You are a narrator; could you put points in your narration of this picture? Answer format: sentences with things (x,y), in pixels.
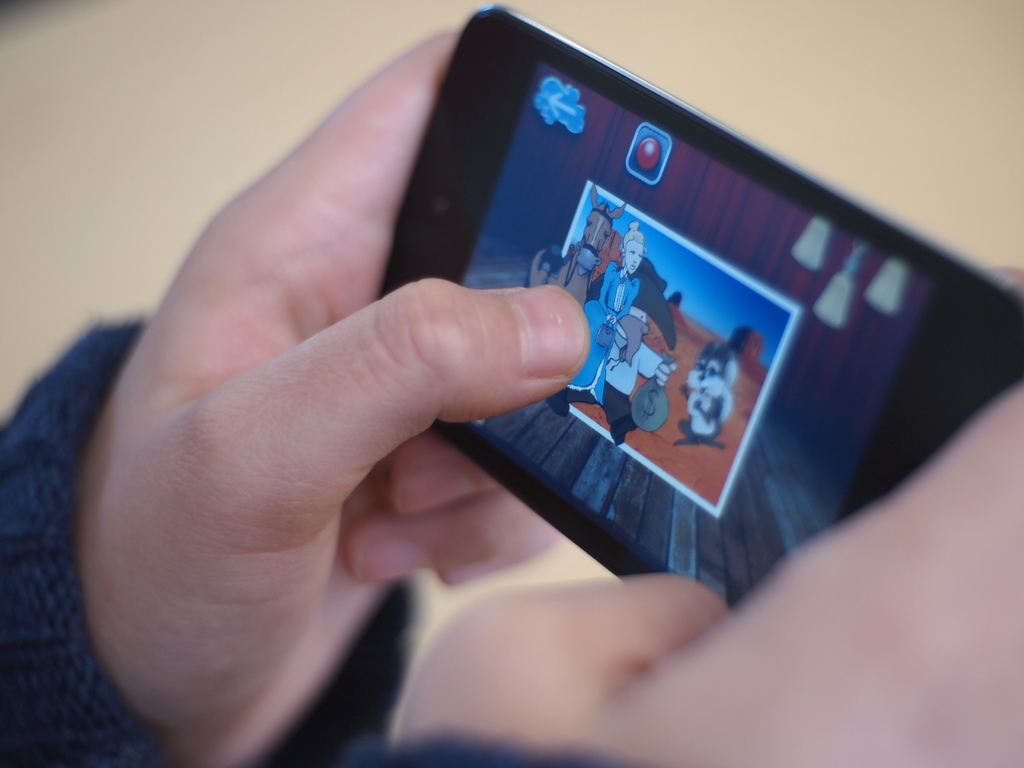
In the picture we can see person hands (902,751) holding a mobile phone (1016,337) and playing a game in the mobile (688,199), and it is black in color.
